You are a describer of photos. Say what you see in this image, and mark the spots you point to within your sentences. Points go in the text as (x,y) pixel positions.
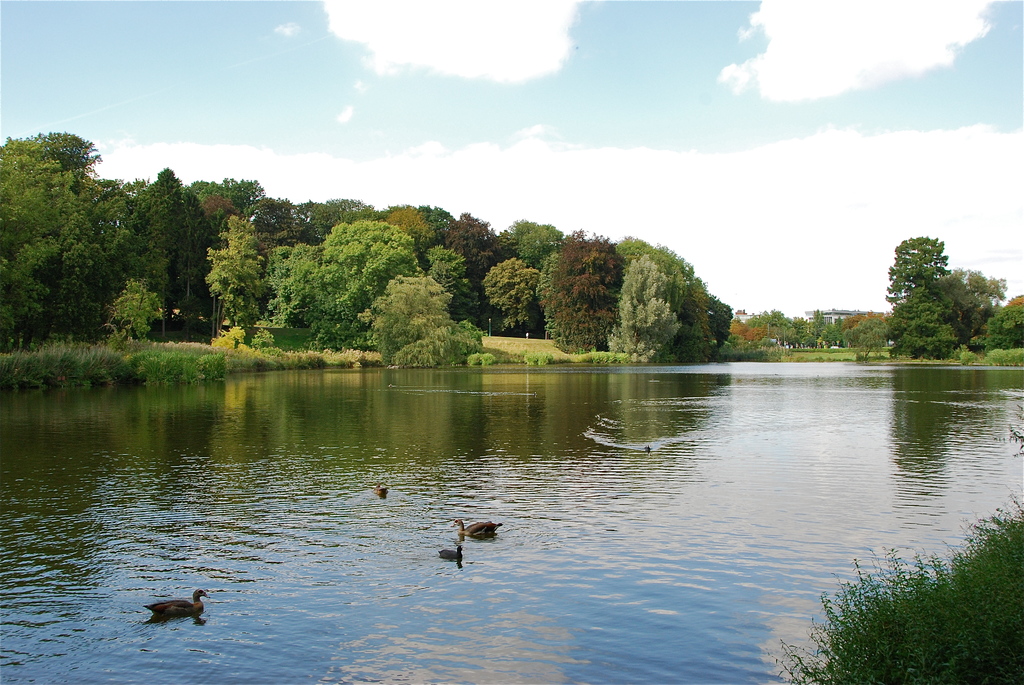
This image is clicked outside. There is water (500,488) in the middle (567,418). There are trees (484,259) in the middle (642,255). There is sky (553,121) at the top (535,133). There are ducks (496,525) in the water (260,481).
